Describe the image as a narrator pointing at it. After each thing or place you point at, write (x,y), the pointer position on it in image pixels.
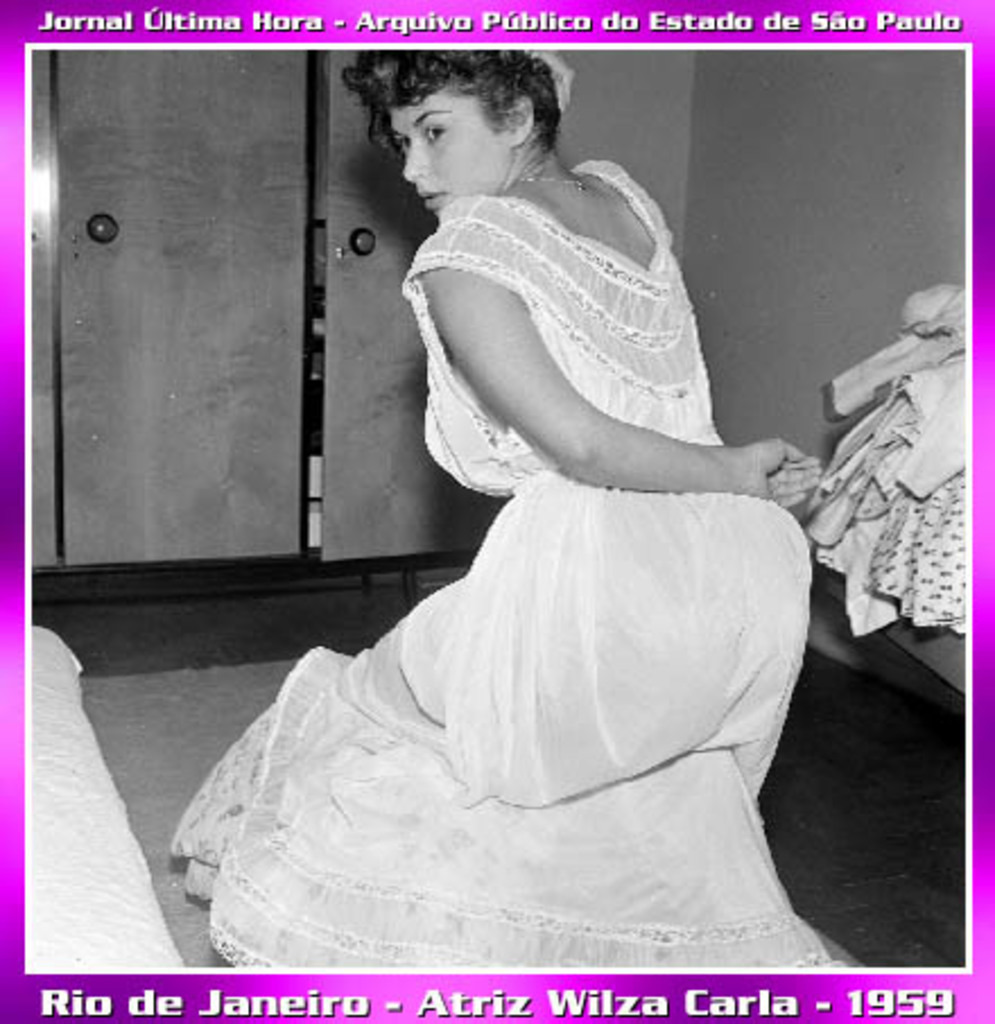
In this picture there is a girl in the center of the image (519,642), it seems to be she is kneeling, there are clothes (874,360) on the right side of the image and there are cupboards (336,355) in the background area of the image (285,430), there is bed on the left side of the image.
